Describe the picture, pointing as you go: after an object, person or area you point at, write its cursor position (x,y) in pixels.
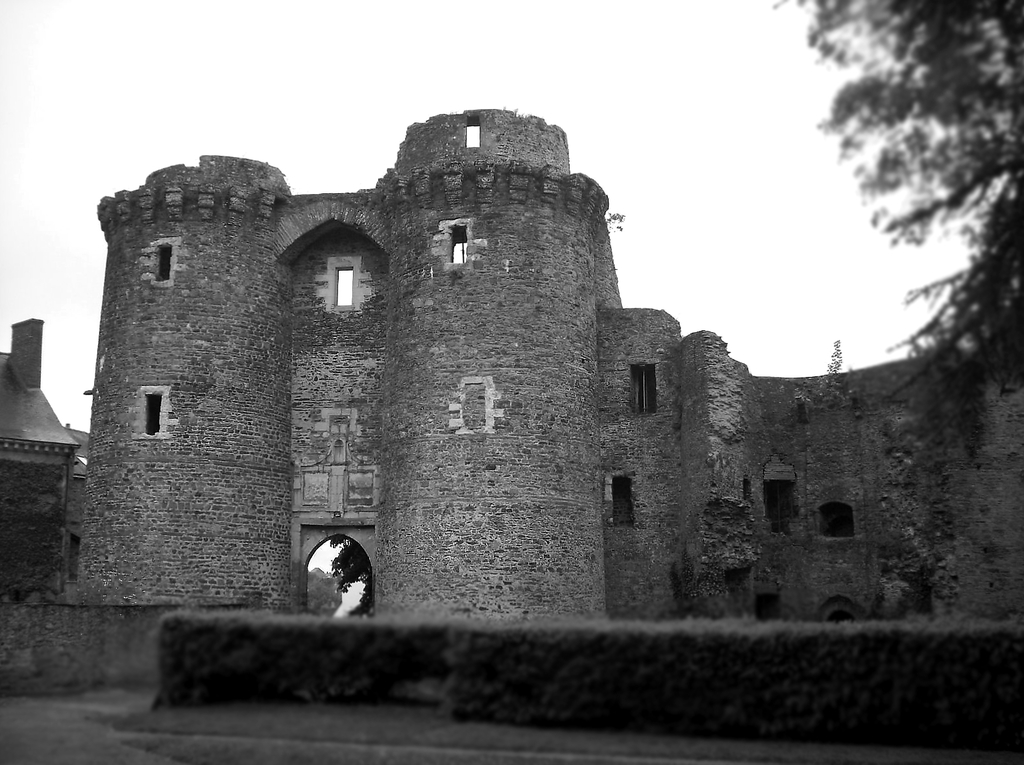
In the center of the image (484,407) we can see a fort (846,522). On the right (968,297) there is a tree (960,156). In the background (682,113) there is sky (155,141).
